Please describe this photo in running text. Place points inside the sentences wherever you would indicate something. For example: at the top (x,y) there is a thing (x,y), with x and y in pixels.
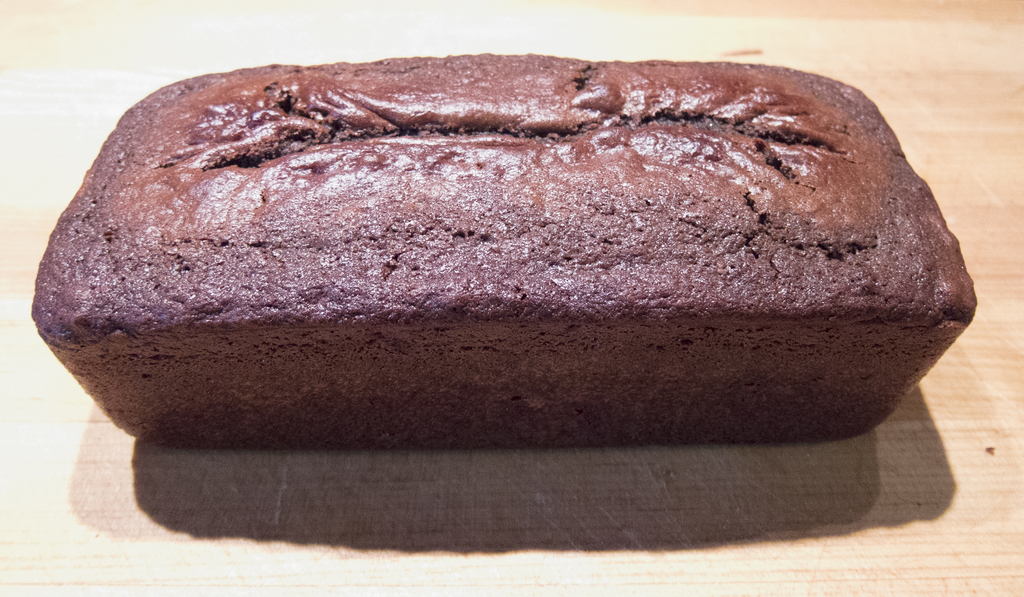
In this picture, we see a rectangular chocolate cake (381,292) is placed on the table (607,481). It is in brown color.
